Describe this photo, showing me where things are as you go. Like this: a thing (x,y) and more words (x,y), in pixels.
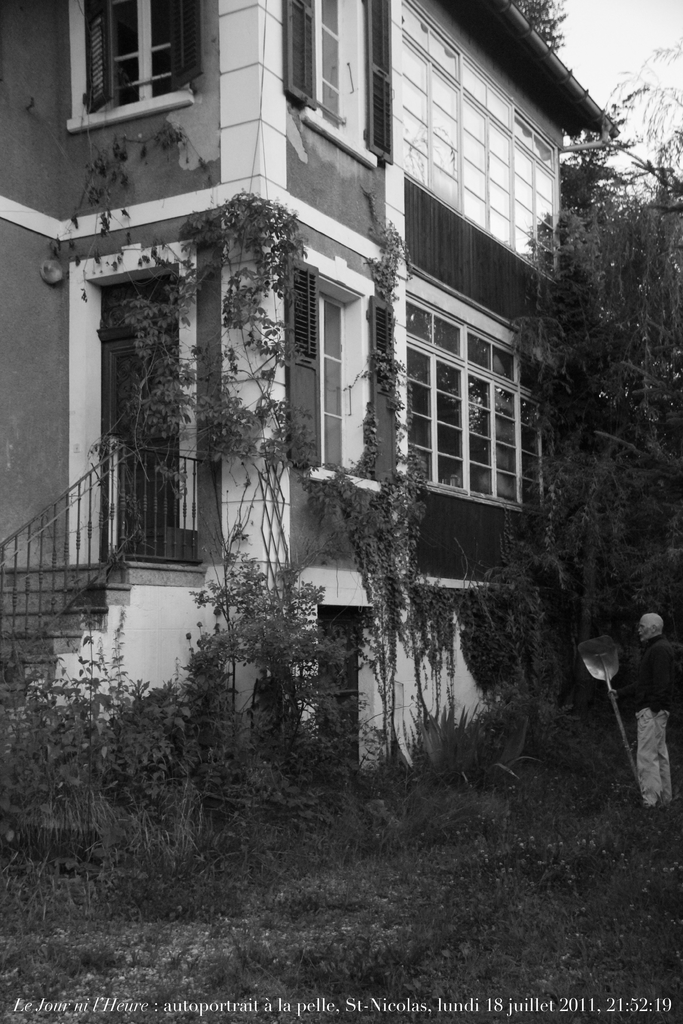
This is a black and white image. Here I can see a building (194,155). On the right side (619,456) there are some trees (619,535) and a man (656,665) standing by holding a metal object (610,692) in the hand (618,693). At the bottom of the image (321,958) I can see the grass (459,943).
